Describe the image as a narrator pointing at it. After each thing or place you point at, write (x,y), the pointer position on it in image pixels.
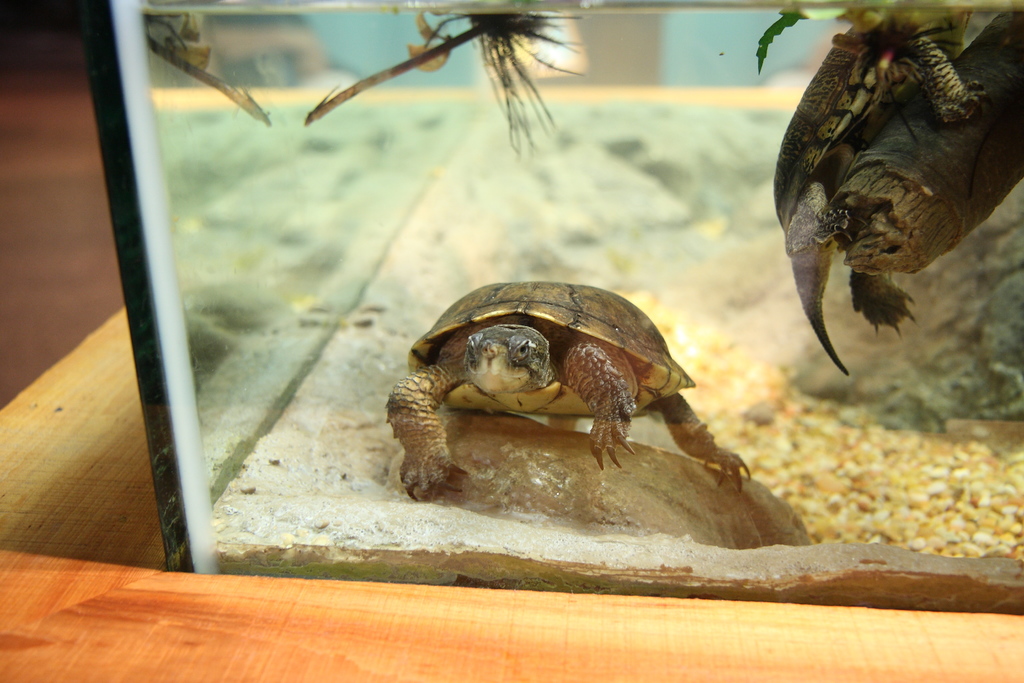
In the middle of the image (599,296), there is a tortoise (597,341) walking on a rock (537,485). Beside this rock (349,499), there are stones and a wall (276,453). This wall (276,453) is attached the glass windows (269,139). Beside these glass windows (818,5), there is a wooden surface (184,585). And the background (54,113) is blurred.
